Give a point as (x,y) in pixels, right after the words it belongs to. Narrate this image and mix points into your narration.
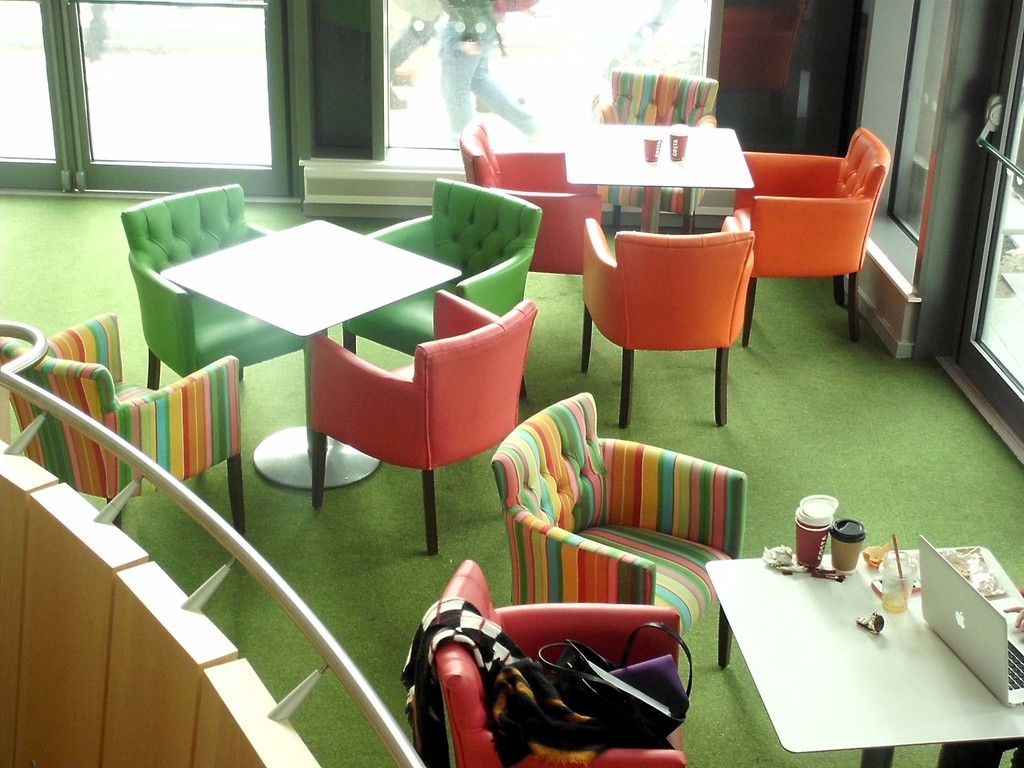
In this Image I see a room (344,137) in which there are lot of chairs (104,477) and 3 tables (676,166) and few things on it. In the background (464,19) I see the door (16,4) and few people's leg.
